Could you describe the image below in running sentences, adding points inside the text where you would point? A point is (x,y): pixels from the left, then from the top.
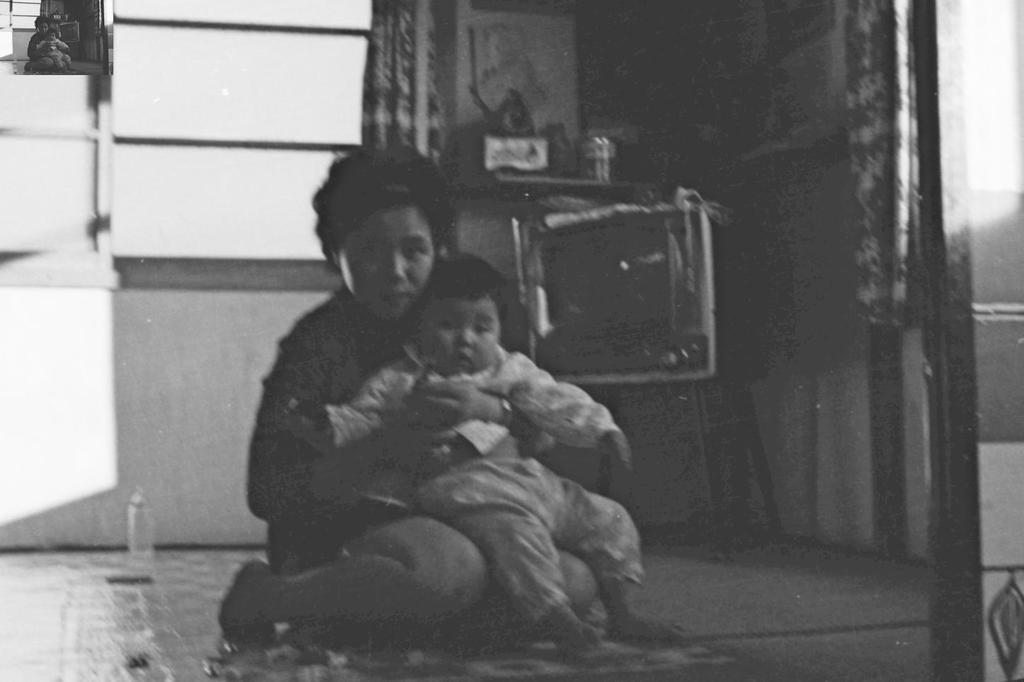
In this image there are two persons (387,343), there is a television (650,270) on a table (744,457), there is a curtain (879,166) truncated towards the top of the image (884,120), there is an object (136,537) on the ground (144,557), there is wall (148,382) truncated towards the left of the image (92,413), there is window (181,107) truncated towards the top of the image (1008,193), there is an object (1001,291) truncated towards the right of the image (1002,310), there are objects (545,61) on the wall (525,55).
